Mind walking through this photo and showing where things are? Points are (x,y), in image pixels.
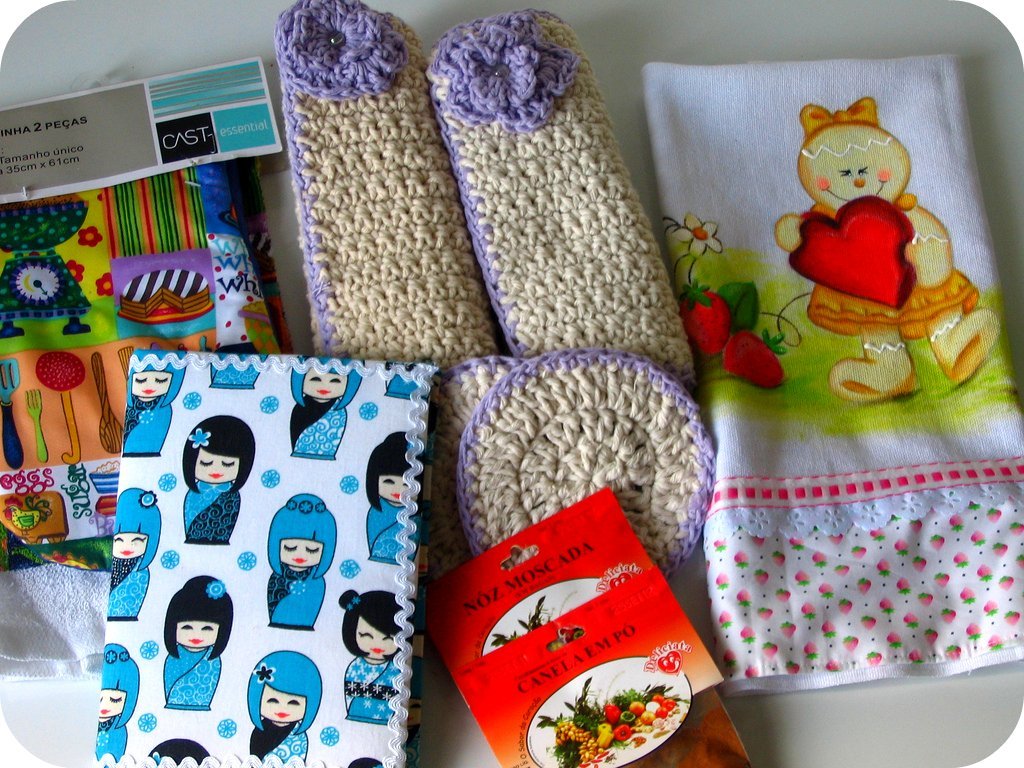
This picture consists of kitchen accessories (477,393). This is a cloth (831,367). These are the woolen pieces (489,280). This is a packet (564,559). This is, i guess it's a book (209,615). This is also a piece of cloth (126,284).
